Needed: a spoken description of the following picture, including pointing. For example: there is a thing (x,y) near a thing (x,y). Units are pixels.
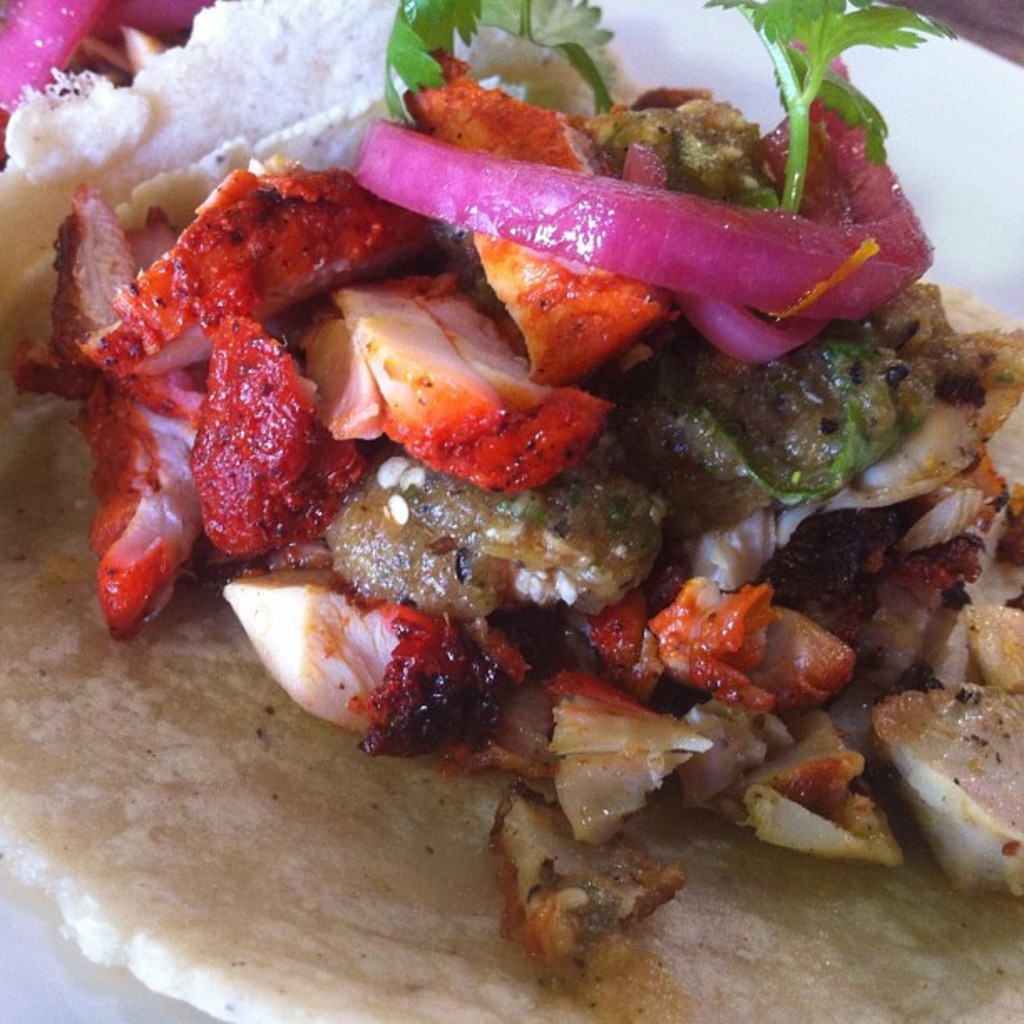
In the picture I can see food items (474,498) and coriander leaves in a plate (1,938).
